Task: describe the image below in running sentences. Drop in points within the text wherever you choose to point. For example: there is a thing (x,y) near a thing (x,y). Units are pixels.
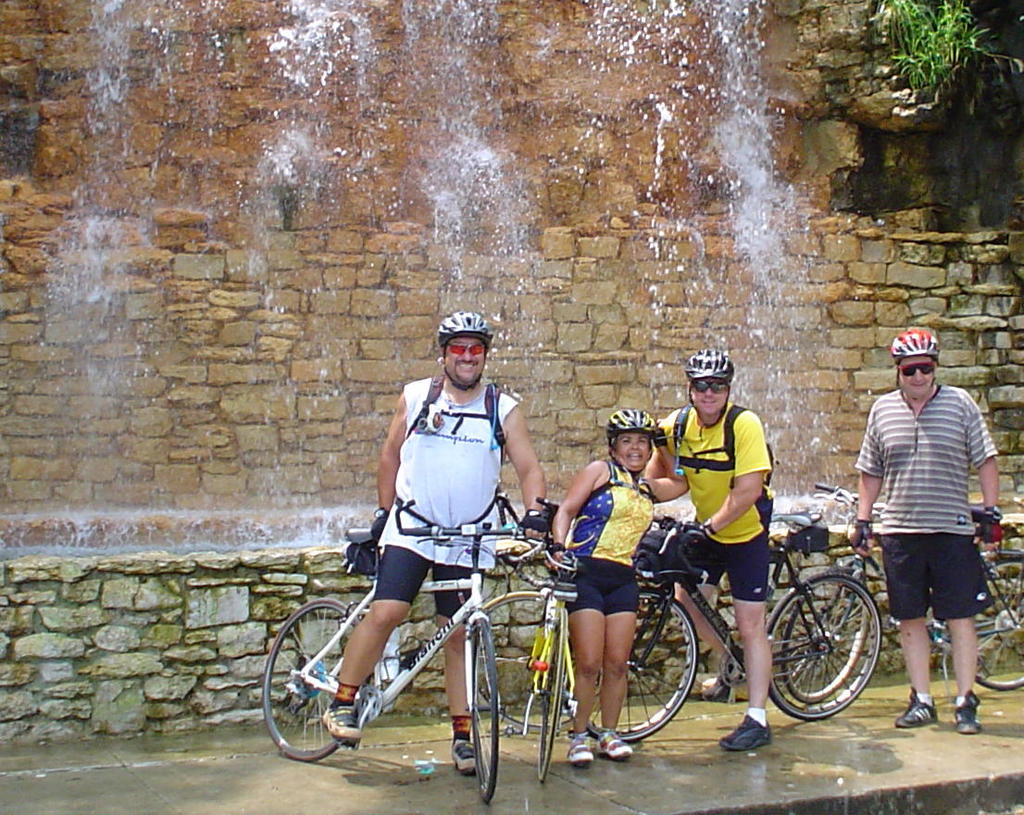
There are four persons (613,551) two are on the bicycle (519,592) two are standing on the floor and at the background (107,273) there is a water (467,209).
